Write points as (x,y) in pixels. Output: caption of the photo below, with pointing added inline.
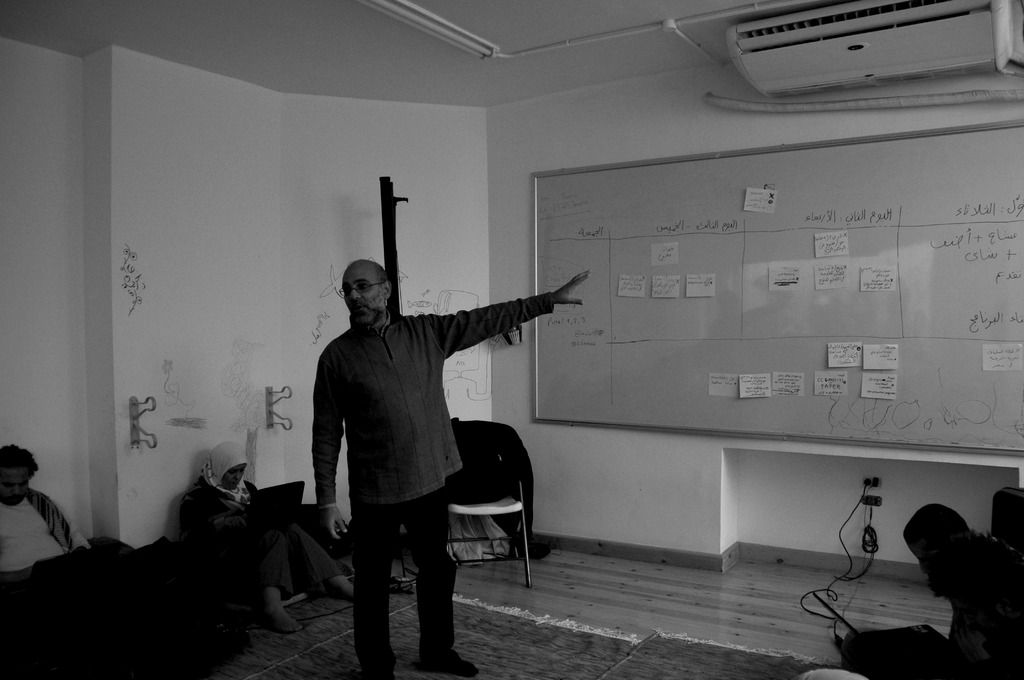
This is a black and white image. In the center of the image (419,320) there is a person (351,476) standing. To the left side of the image (266,534) there are people (213,494) sitting. In the background of the image (509,146) there is a wall (438,172). there is a board (812,271). To the top of the image (889,17) there is ceiling (708,38) and Ac (757,70). At the bottom of the image (629,656) there is carpet (555,641).
